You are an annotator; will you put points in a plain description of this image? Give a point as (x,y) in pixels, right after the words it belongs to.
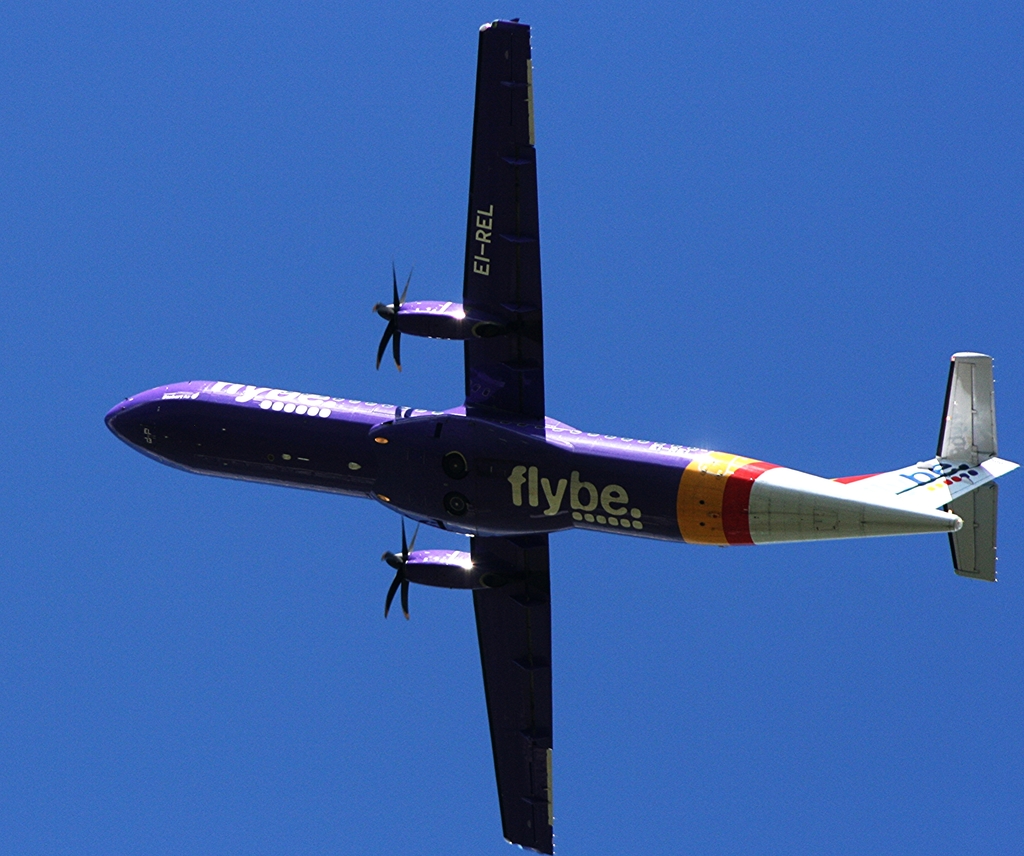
In this image, we can see the background (742,571) as blue in color and there is an aeroplane (503,408) at the center (502,478).
